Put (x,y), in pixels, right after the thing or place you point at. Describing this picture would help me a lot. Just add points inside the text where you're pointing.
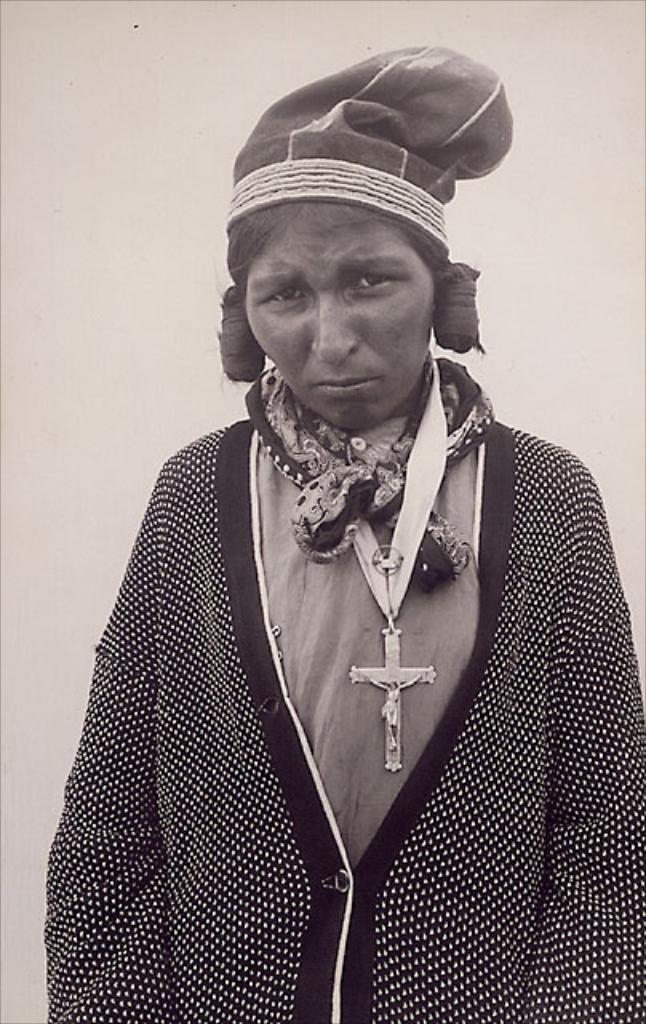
In this picture I can see a woman (245,675) standing.
